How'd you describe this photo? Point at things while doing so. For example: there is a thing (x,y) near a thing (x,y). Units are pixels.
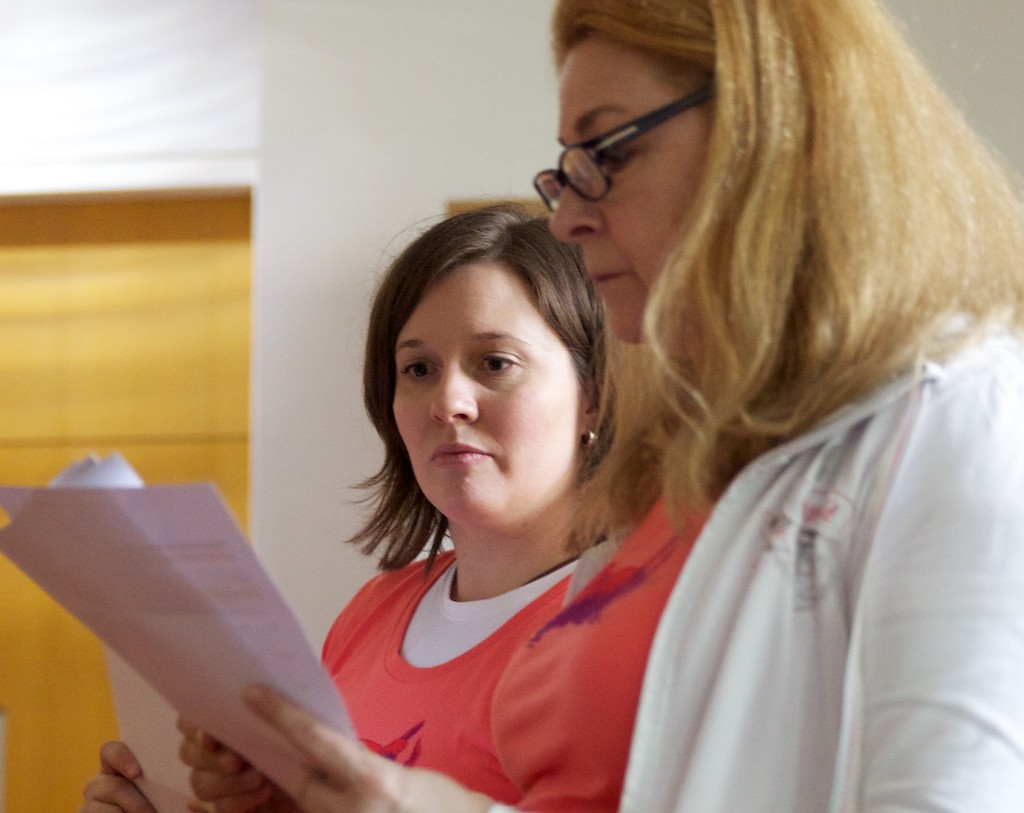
In this image I can see two women (561,472) in the front (587,448) and I can see one of them is wearing a specs (703,100). I can also see both of them are holding few papers (115,619) and on the one paper (93,570) I can see something is written. In the background (282,355) I can see the wall (292,298) and a yellow and brown colour thing (147,281). I can also see this image is little bit blurry in the background (251,299).
